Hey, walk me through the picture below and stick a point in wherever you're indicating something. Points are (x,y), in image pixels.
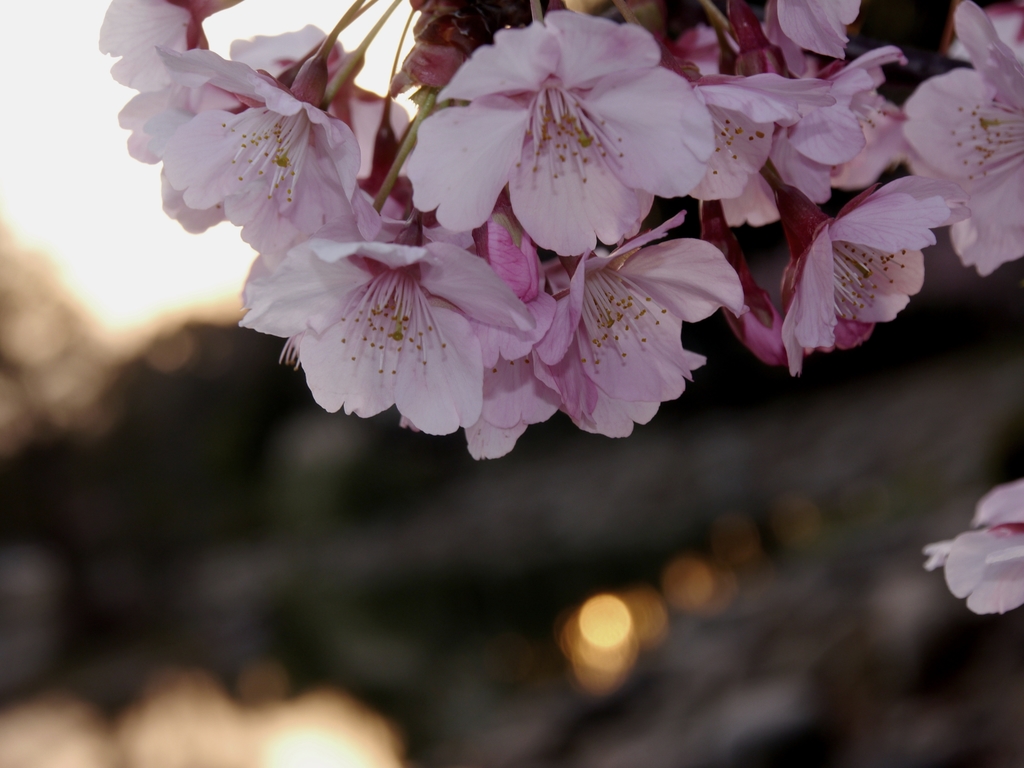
This is a zoomed in picture. At the top (226,76) we can see the group of flowers (491,287). The background of the image (910,420) is blurry.
